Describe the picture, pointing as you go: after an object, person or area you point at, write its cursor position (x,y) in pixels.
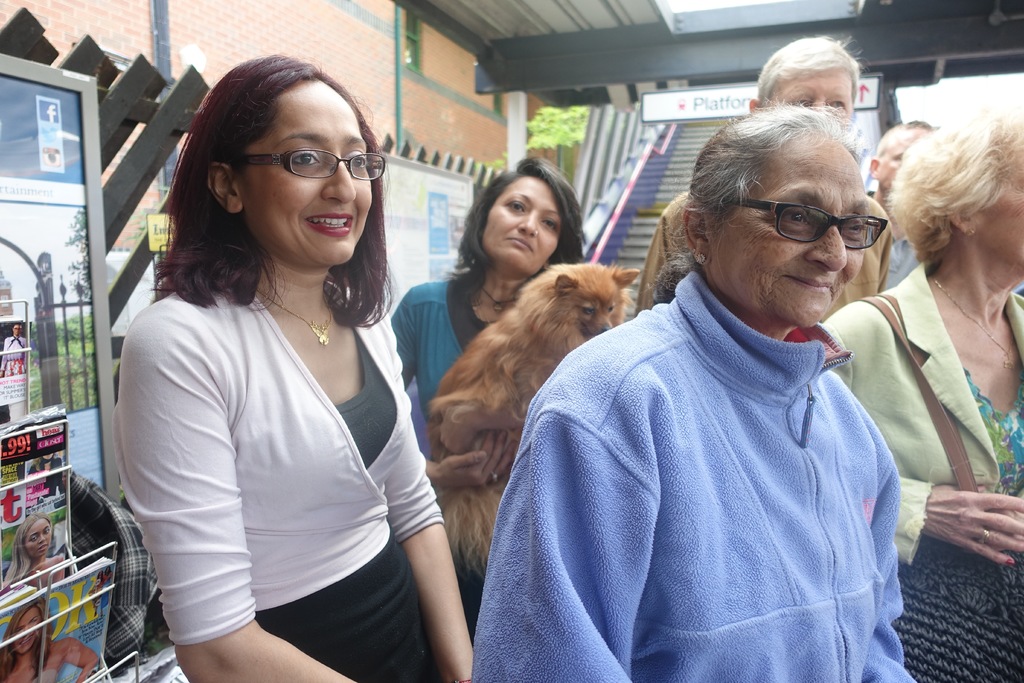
In this image in the foreground (835,393) there are few people (925,232) visible, one woman (506,303) holding a dog (514,355), at the top (640,162) there is a staircase (665,186) and a sign board (683,113), the wall (387,90), tree (579,127), roof (951,30). There is a board (83,330), rack (1,301) on which there are some magazines (41,470) visible on left side (67,663).
